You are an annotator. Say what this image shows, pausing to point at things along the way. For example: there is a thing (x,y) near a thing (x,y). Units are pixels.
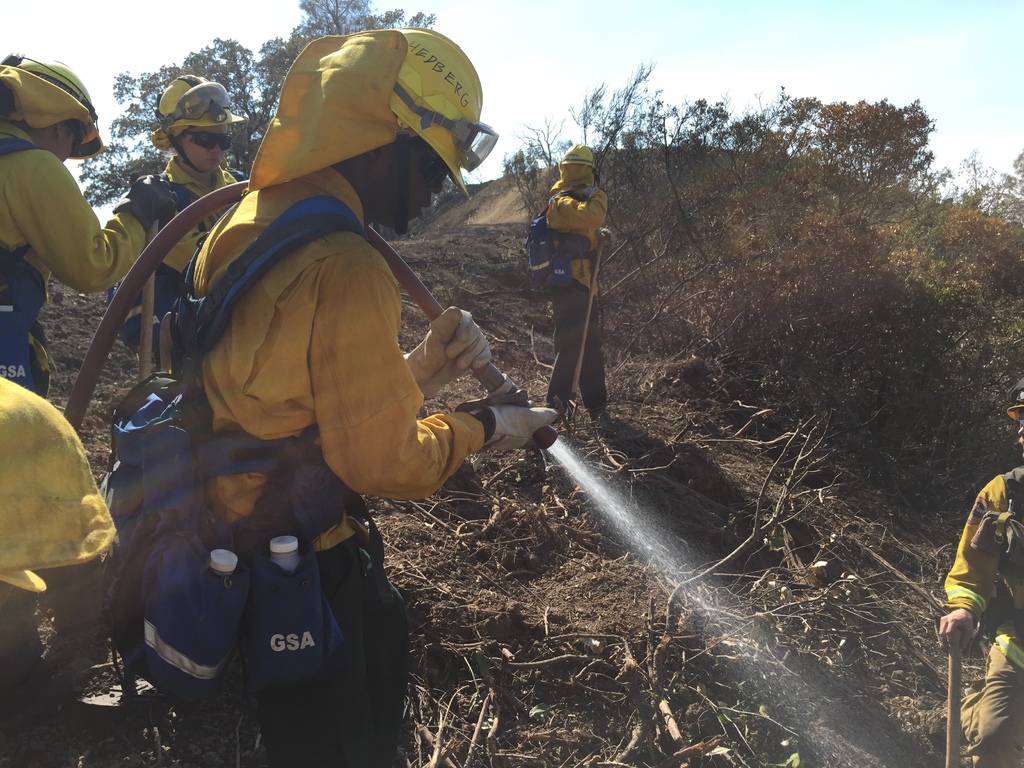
In the center of the image (385,323) we can see a few people (353,420) are standing and they are in different costumes (293,412) and we can see they are holding some objects (405,283). And we can see they are wearing helmets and some objects (165,602). On the right side of the image (963,556), we can see a person (993,746) holding some object (951,650). On the left side of the image (82,500), there is a cloth (51,473). In the background (244,2), we can see the sky (230,12), clouds (261,39), trees (976,244) and branches (633,255).
